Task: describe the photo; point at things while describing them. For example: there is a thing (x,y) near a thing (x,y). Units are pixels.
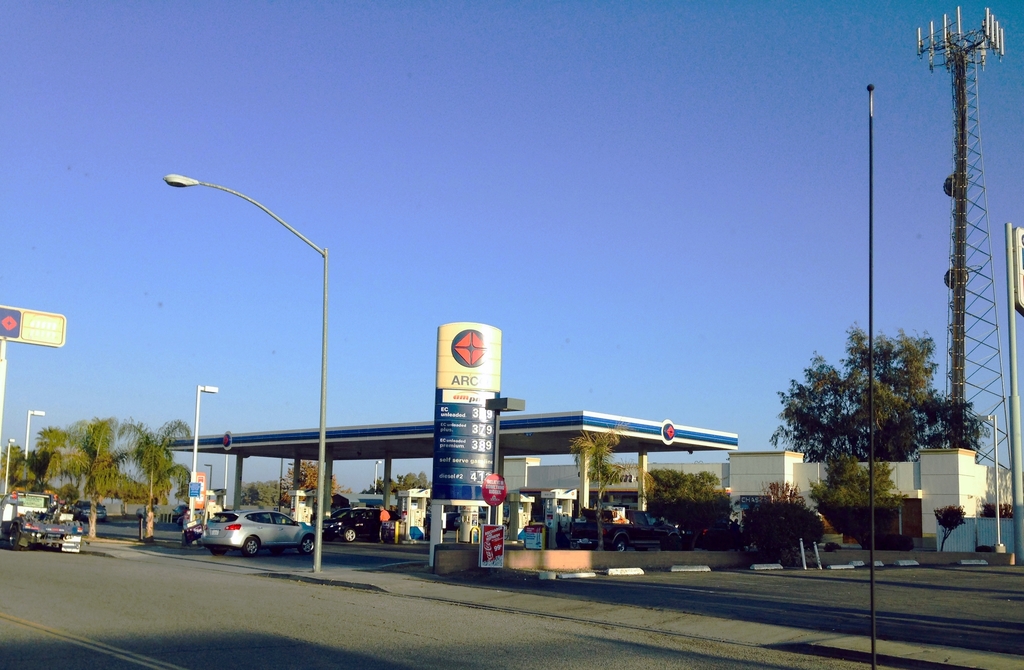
Here in this picture, in the middle (526,440) we can see a petrol pump (558,497) present and in that we can see number of cars (289,524) present and in the middle (458,380) we can see a hoarding (472,404) present and on the road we can see light posts (496,404) present and on the right side (957,311) we can see a tower (953,55) present and on the ground (846,616) we can see plants (851,482) and trees (881,430) present and we can also see a store (807,488) present on the right side (755,498) and we can see some sign boards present and we can see the sky (19,396) is clear.
